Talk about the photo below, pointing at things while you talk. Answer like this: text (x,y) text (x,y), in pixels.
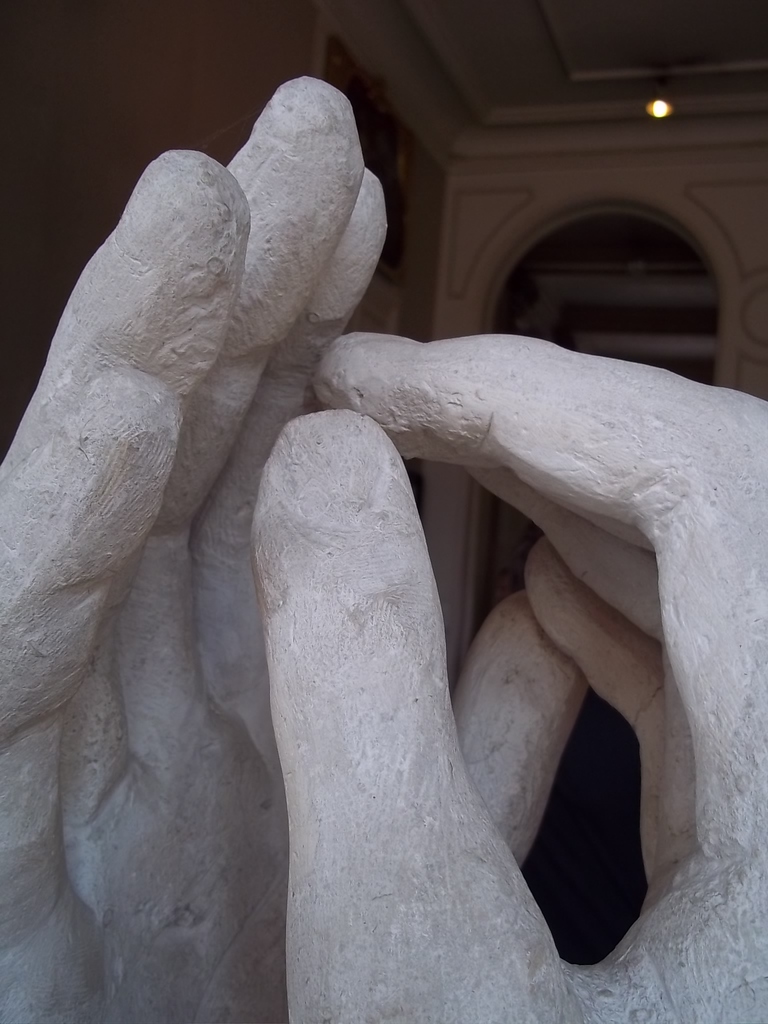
In this image we can see the sculpture (269,621). On the backside (449,192) we can see a wall (449,192) and a roof (489,77).
